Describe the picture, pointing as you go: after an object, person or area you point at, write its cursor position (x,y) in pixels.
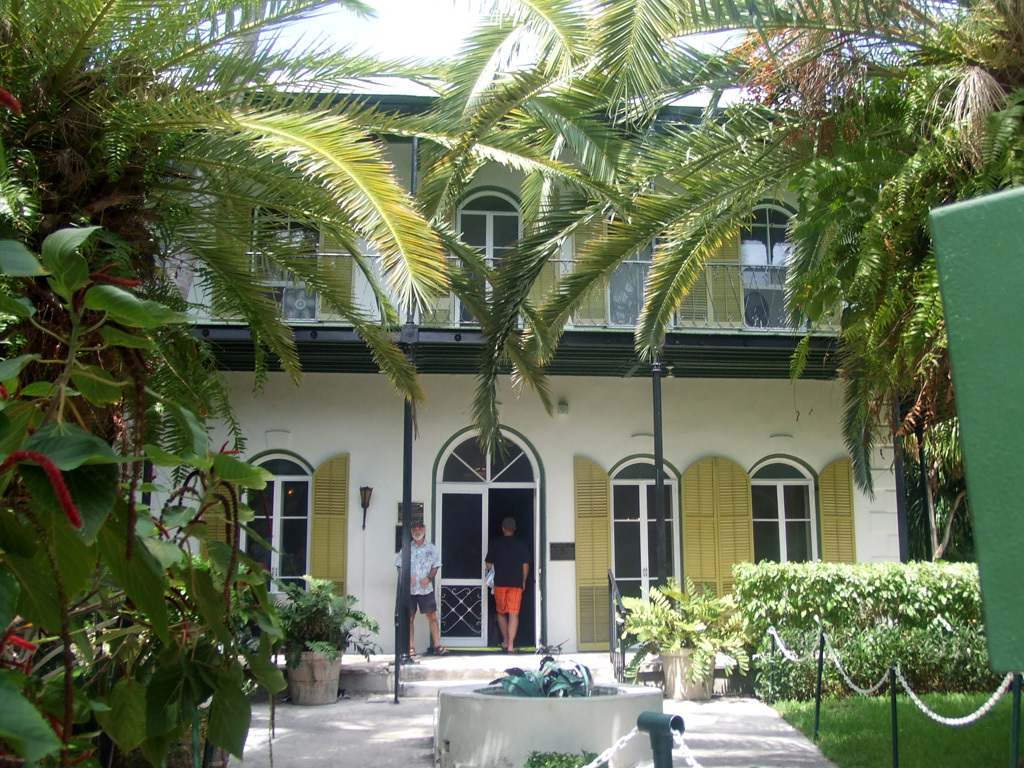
In this picture I can observe a building (507,507). There are two persons (524,590) in center of the image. There are some plants (84,734) and trees (954,435) on either side of the image.
